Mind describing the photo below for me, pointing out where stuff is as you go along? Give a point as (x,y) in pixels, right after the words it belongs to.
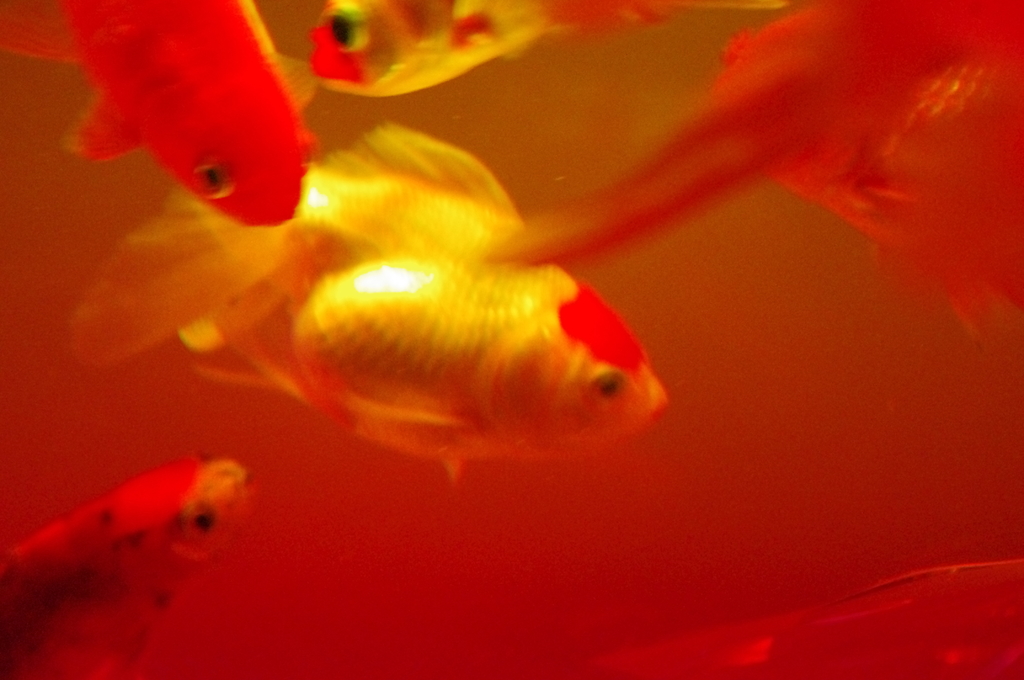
In the image we can see there are many fish (491,270), orange and yellow in color.
